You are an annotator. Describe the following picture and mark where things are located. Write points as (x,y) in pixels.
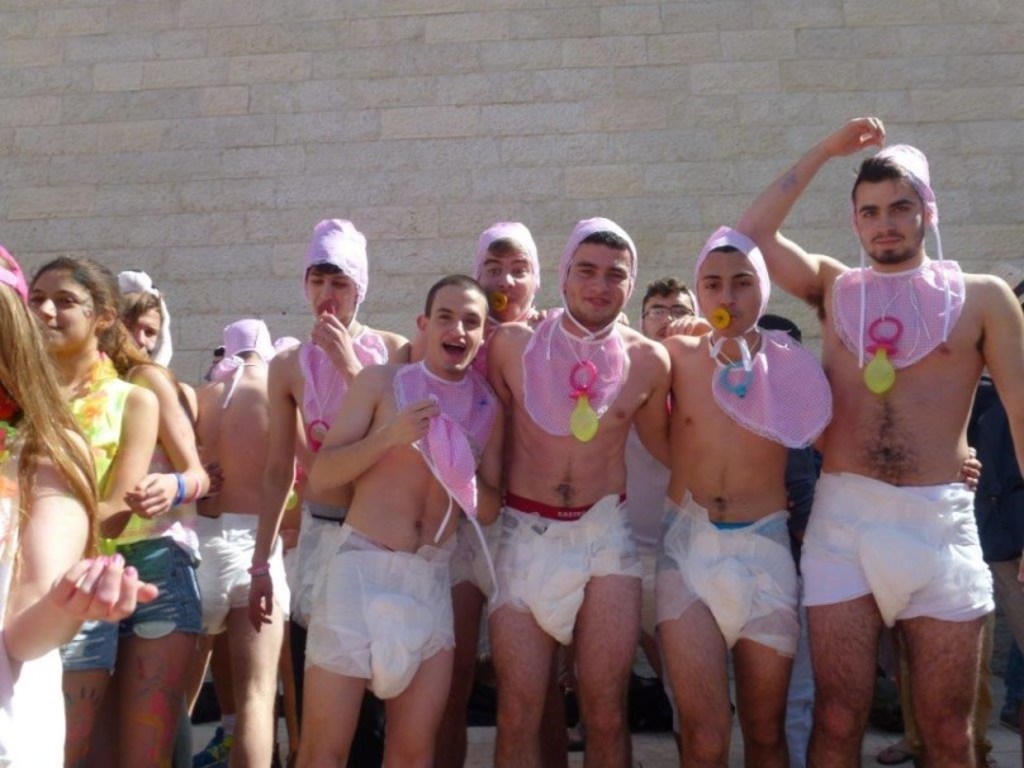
In this image we can see a group of persons (617,399). Behind the persons (440,299) we can see a wall (414,284).
